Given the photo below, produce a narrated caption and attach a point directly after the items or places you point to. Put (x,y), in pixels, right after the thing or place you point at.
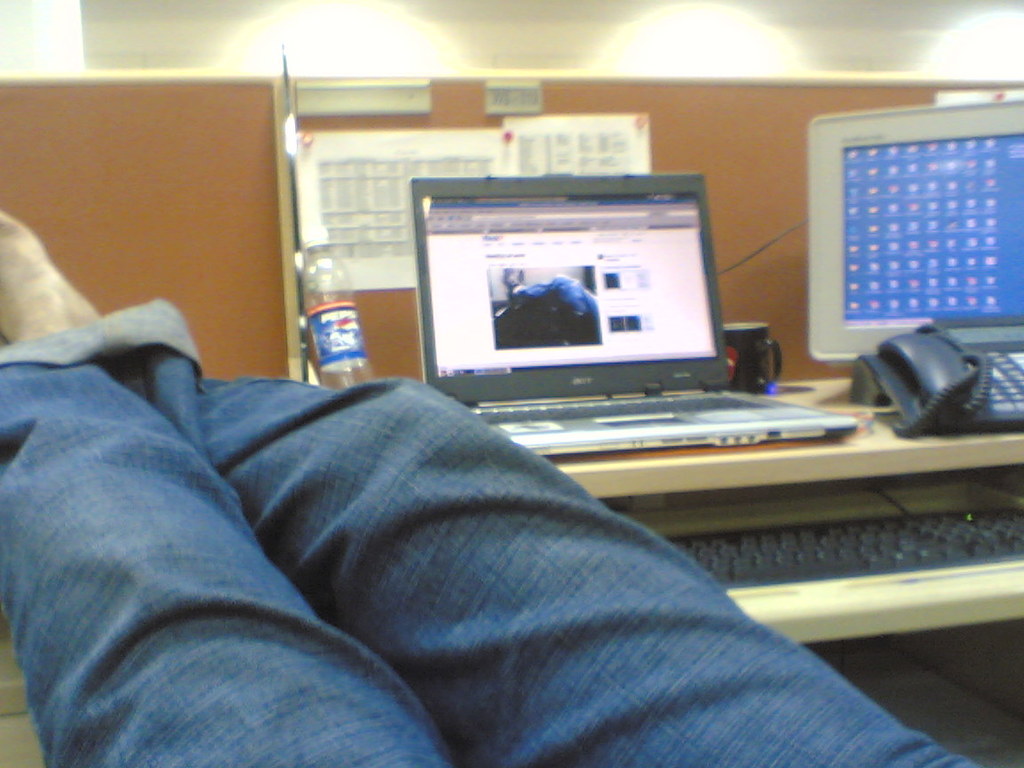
In this picture we can see a person's legs (278,463) placed on a table (648,468) present in front of him and we can see a laptop (685,424) and a keyboard (770,545) and a telephone (931,332) and a monitor (896,312) present on the table (574,464), we can also see a bottle (341,287) and a cup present on it
